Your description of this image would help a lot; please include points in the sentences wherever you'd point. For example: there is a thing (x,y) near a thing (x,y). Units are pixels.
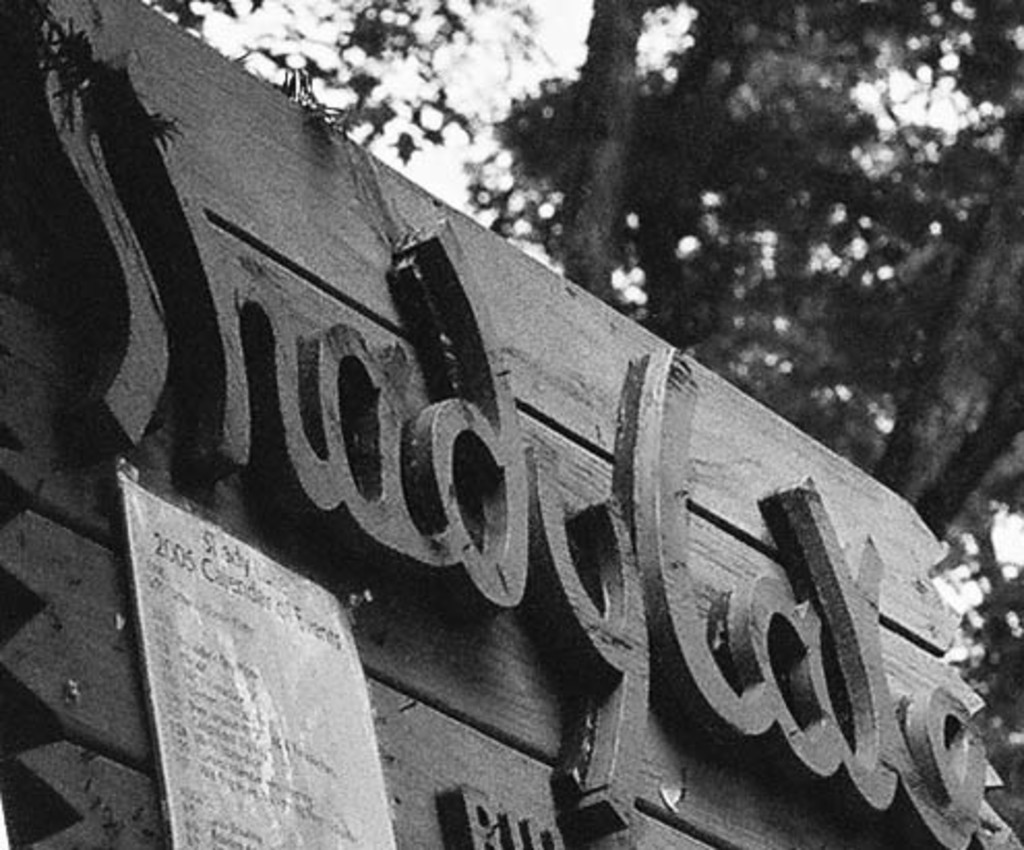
In this image there is some text (845,600) written on the wooden object (556,533) which is in the front (296,531) and on the wooden object (578,460) there is a paper (234,707) with some text (234,707) written on it. In the background (507,223) there are trees (708,230).
